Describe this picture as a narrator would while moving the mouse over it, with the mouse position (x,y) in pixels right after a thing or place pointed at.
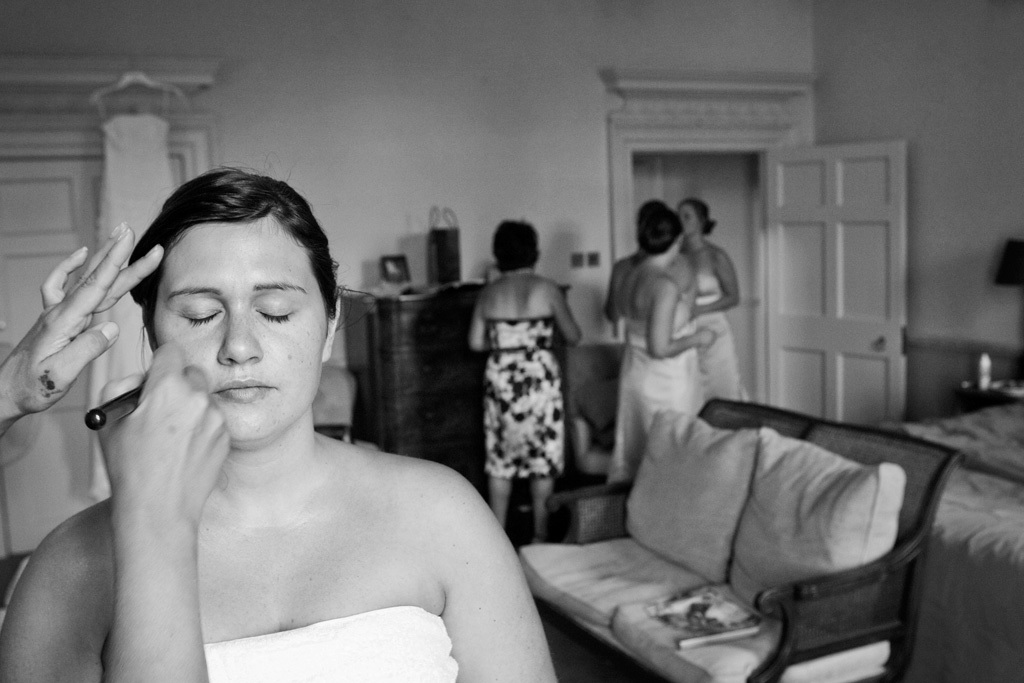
This is a black and white picture, we can see a few people (536,534) and also we can see a sofa (563,575) with an object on it, cupboard (360,421) with some objects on it, bed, door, and cloth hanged to the hanger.
